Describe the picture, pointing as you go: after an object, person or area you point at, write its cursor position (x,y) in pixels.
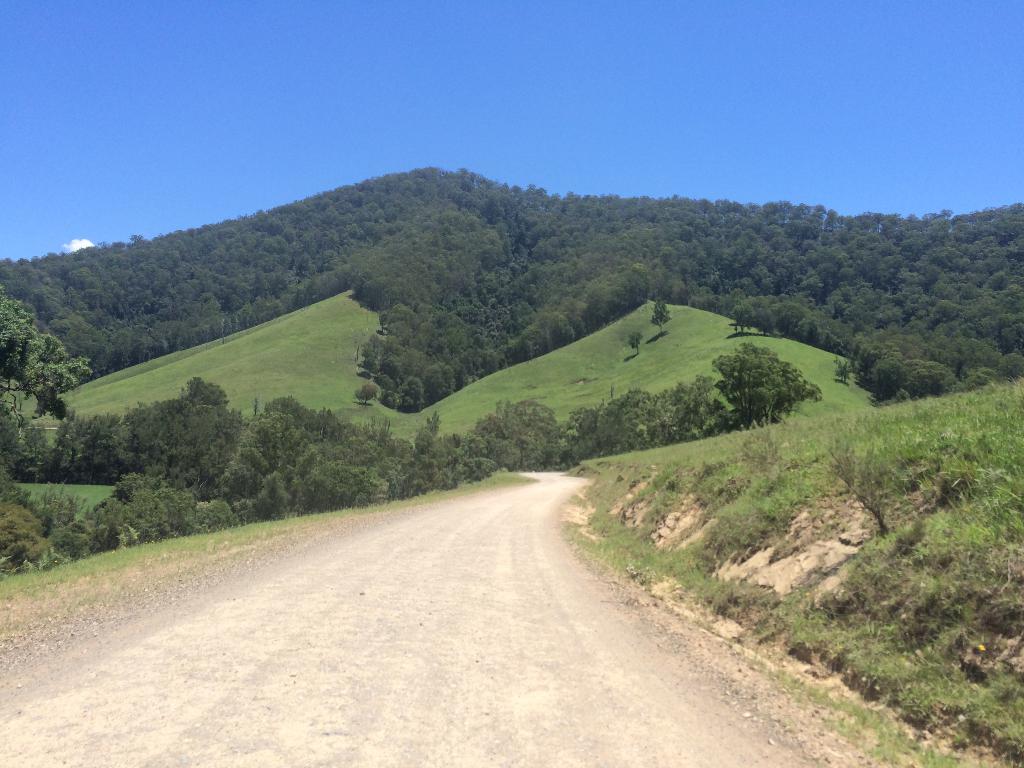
Middle of the image we can see the road (514,508). Background of the image (340,235), left side of the image (176,413) and right side of the image (891,573) we can see grass (817,462), plants (723,417), trees (587,272) and blue sky (551,123).
